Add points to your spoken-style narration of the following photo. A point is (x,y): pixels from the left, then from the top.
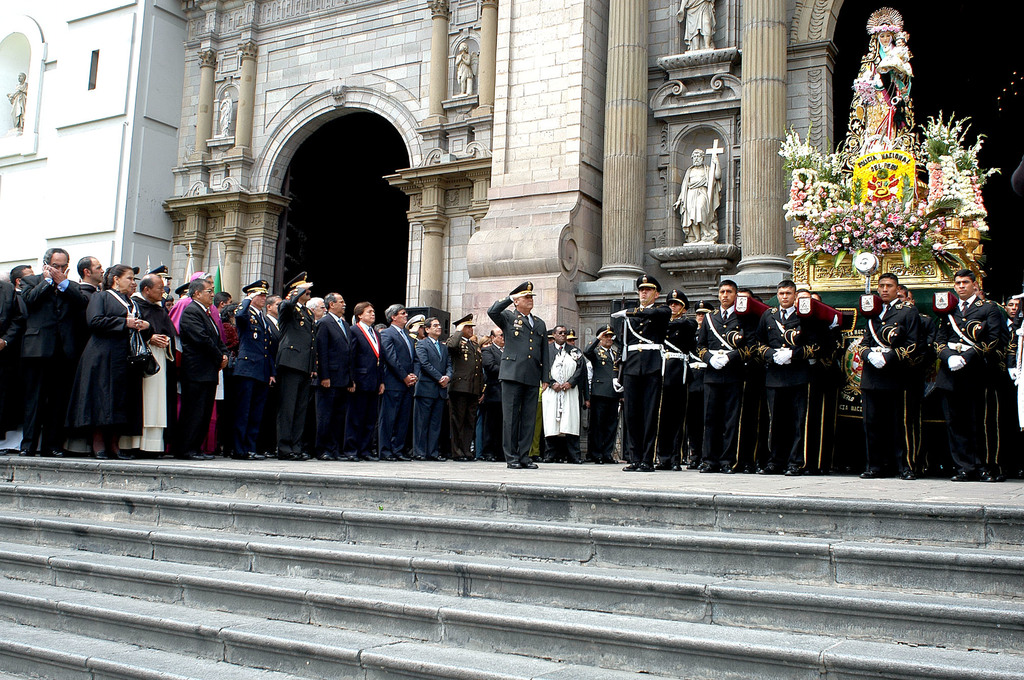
In this picture there are stairs (596,537) at the bottom side of the image (552,500) and there are people (301,316) those who are standing in series on the left side of the image (50,261), there are cops (892,279) on the right side of the image (745,328), there is a church (507,144) in the background area of the image (545,144) and there are flowers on the right side of the image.
